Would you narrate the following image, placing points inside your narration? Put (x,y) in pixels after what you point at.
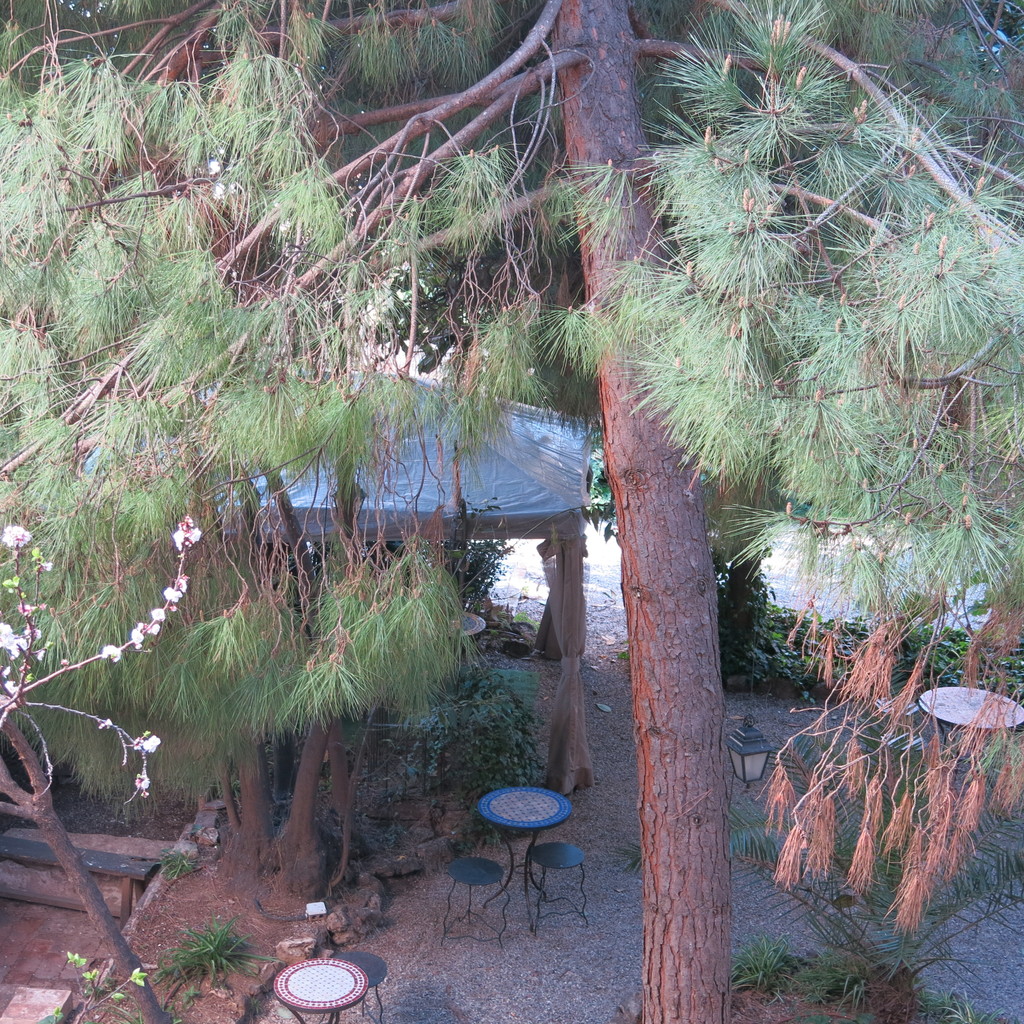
In this picture we can see tables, stools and trees (258,607).
